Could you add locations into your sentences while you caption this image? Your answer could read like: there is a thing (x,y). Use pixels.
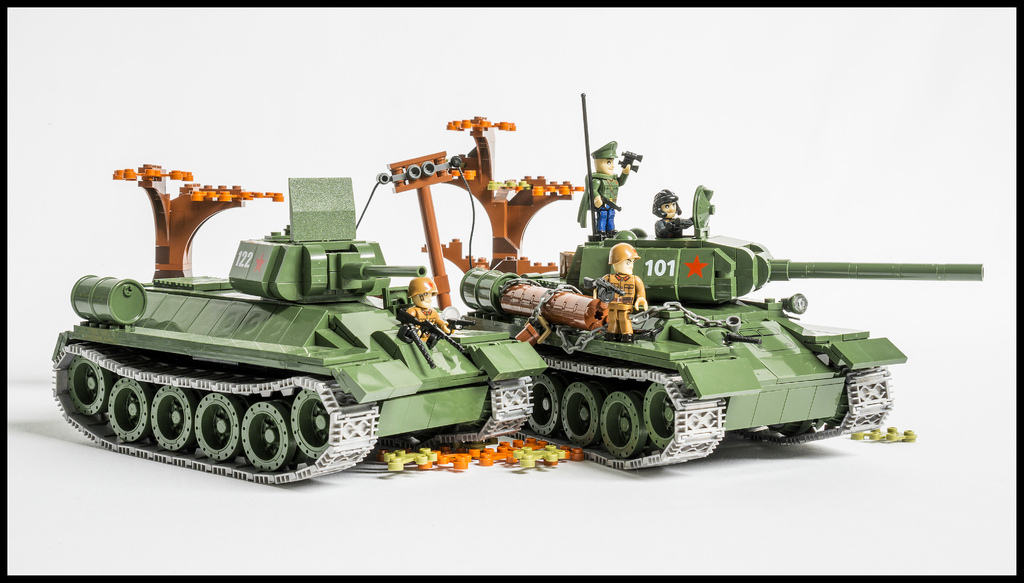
In the center of the image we can see a few human figure model toys (619,261), in which we can see they are holding some objects (596,284). And we can see toy vehicles (619,347), which are in green color and a few other objects (735,324).
